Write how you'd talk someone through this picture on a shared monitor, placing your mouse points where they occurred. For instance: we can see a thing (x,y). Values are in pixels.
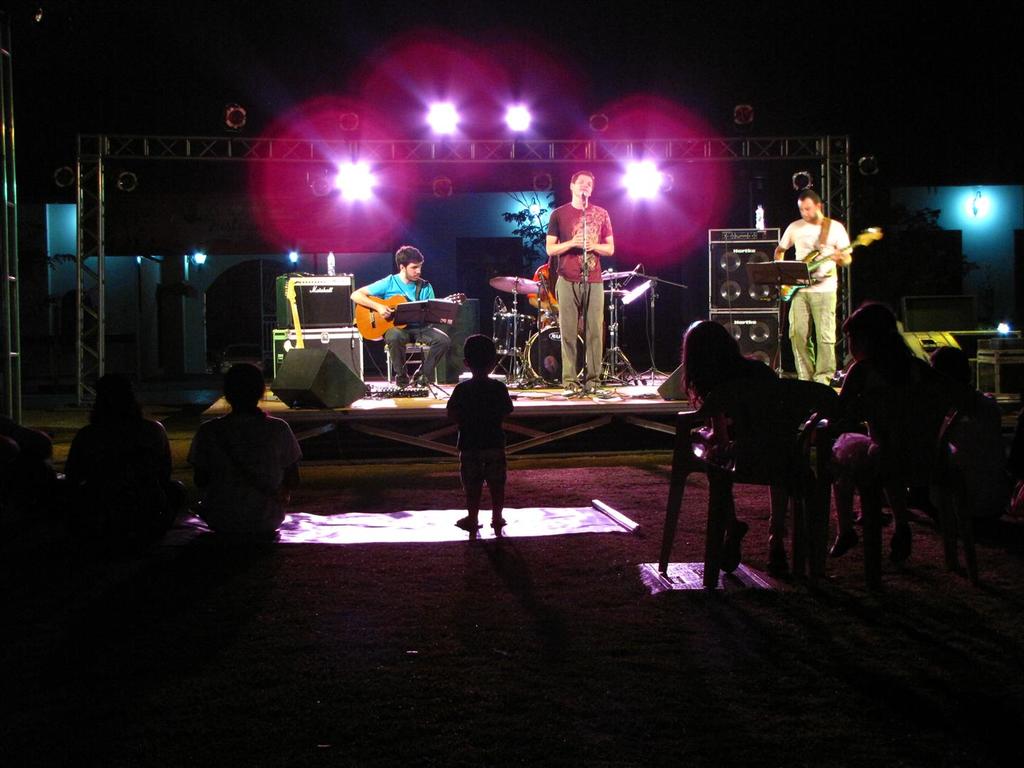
This image consists of few persons (280,446). It looks like a concert. In the background (760,298), we can see a band setup (537,340). On the left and right, the two men (835,301) are playing guitars (365,331). In the middle (564,316), the man (563,334) is singing in a mic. On the left (304,370), there is a speaker (298,349). In the background (323,195), we can see a stand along with the lights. At the bottom (642,743), there is a floor (725,704).
